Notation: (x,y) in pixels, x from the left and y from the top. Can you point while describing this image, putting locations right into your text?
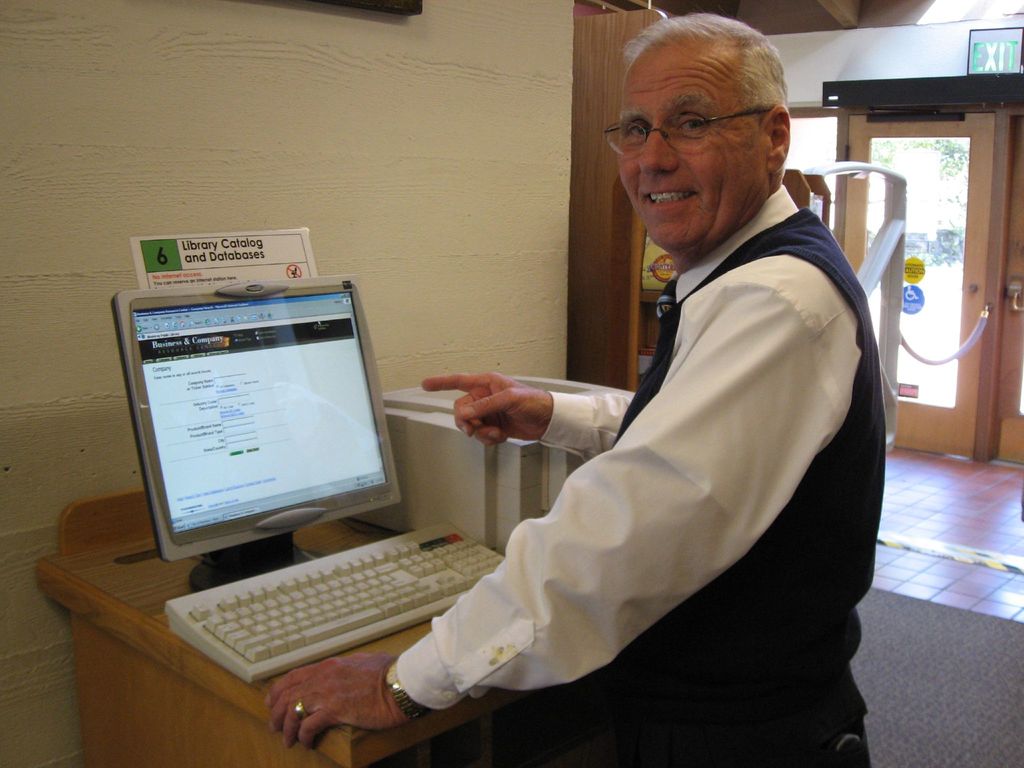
In this image there is a man (710,555) standing. In front of the man (635,640) there is a wooden table (106,628). On the table (123,579) there is a computer (270,484). Behind the table (96,643) there is a wall (305,80). To the right (903,141) there is a glass door (937,179) to the wall (873,76). Above the door (934,192) there is a board (988,61) with text (982,50) on the wall (967,60). There is a carpet (895,713) on the floor (963,574).
